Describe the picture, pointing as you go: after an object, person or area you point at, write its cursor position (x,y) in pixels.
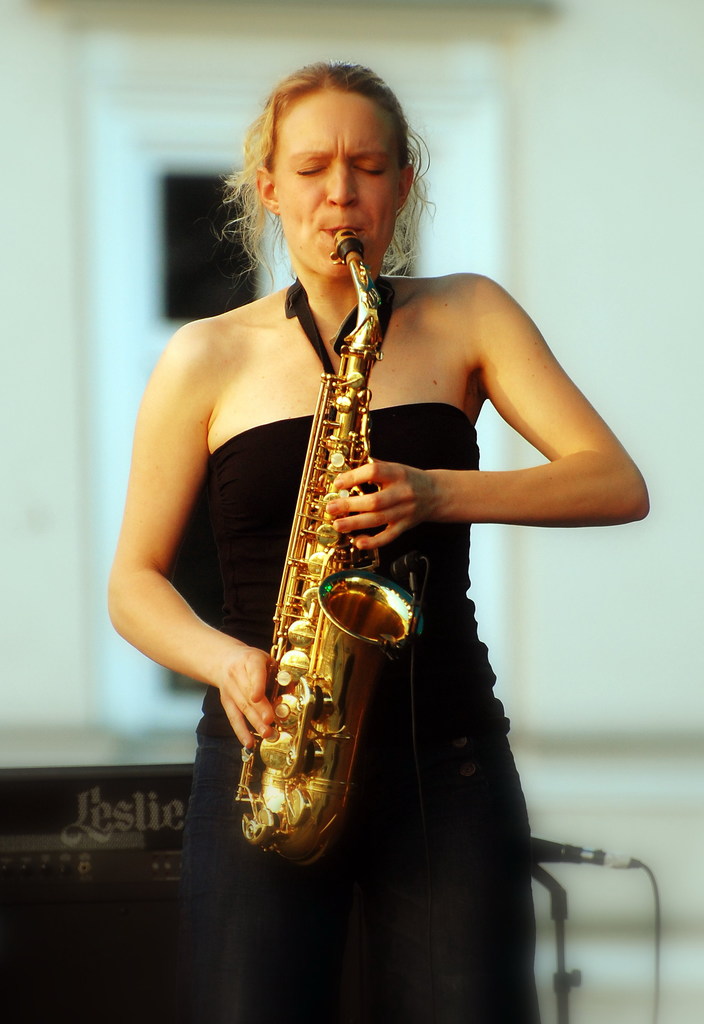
As we can see in the image there is a woman (446,466) playing musical instrument (309,559) and in the background (610,285) there is a white color wall (623,389).
